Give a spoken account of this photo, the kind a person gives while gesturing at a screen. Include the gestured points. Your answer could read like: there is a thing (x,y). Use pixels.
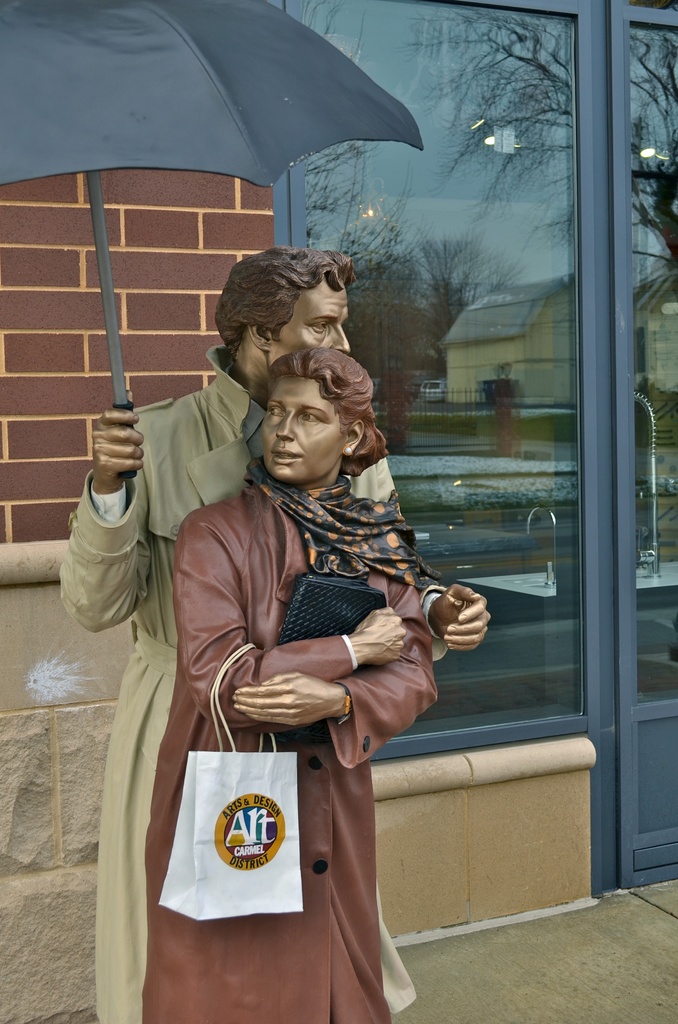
In this image we can see statues (286,522) and the reflections (418,283) of buildings (528,374), motor vehicles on the ground (428,429), trees (463,297) and sky (489,215) in the window (525,474).
